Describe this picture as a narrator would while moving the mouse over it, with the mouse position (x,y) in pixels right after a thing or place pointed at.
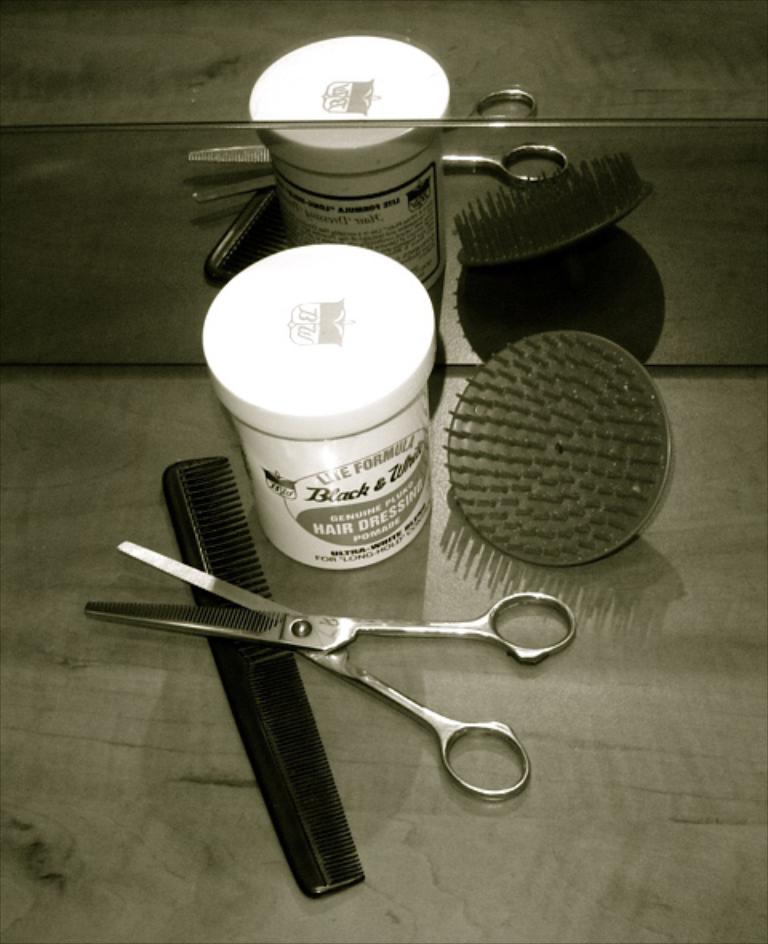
In this picture we can observe a small plastic bottle (346,434), comb (186,522) and scissor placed on the table (53,549) in front of a mirror (184,128). The small plastic bottle (289,311) is in white color and the comb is in black color.
